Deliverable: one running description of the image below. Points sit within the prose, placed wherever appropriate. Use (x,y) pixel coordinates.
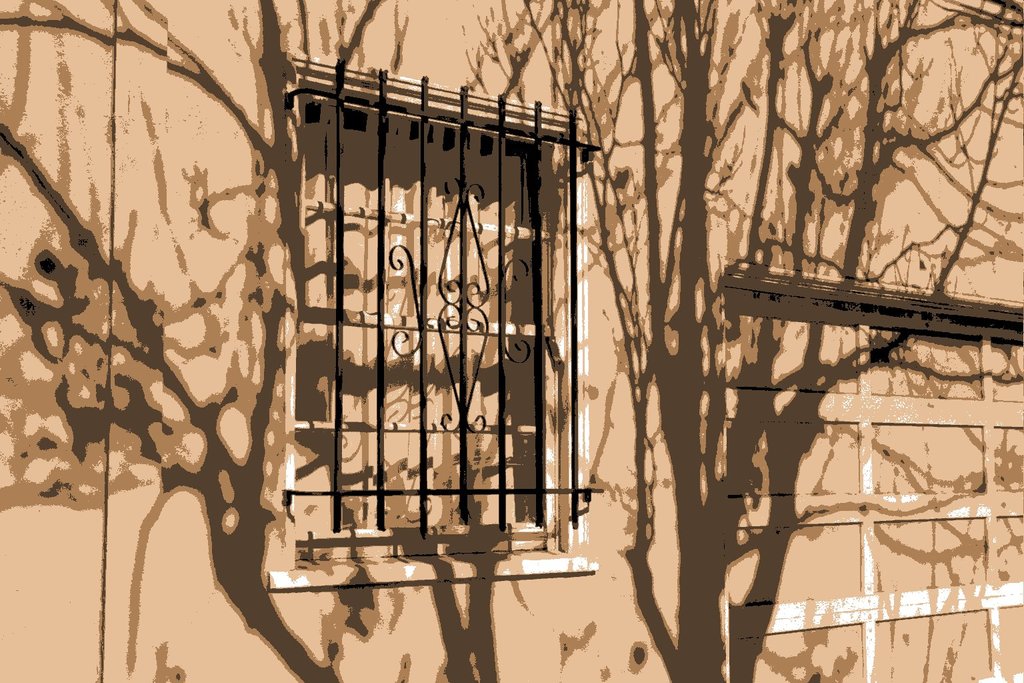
In this image we can see an edited picture of a building (862,219) with windows (494,261), metal fence (501,240), door (776,453).
